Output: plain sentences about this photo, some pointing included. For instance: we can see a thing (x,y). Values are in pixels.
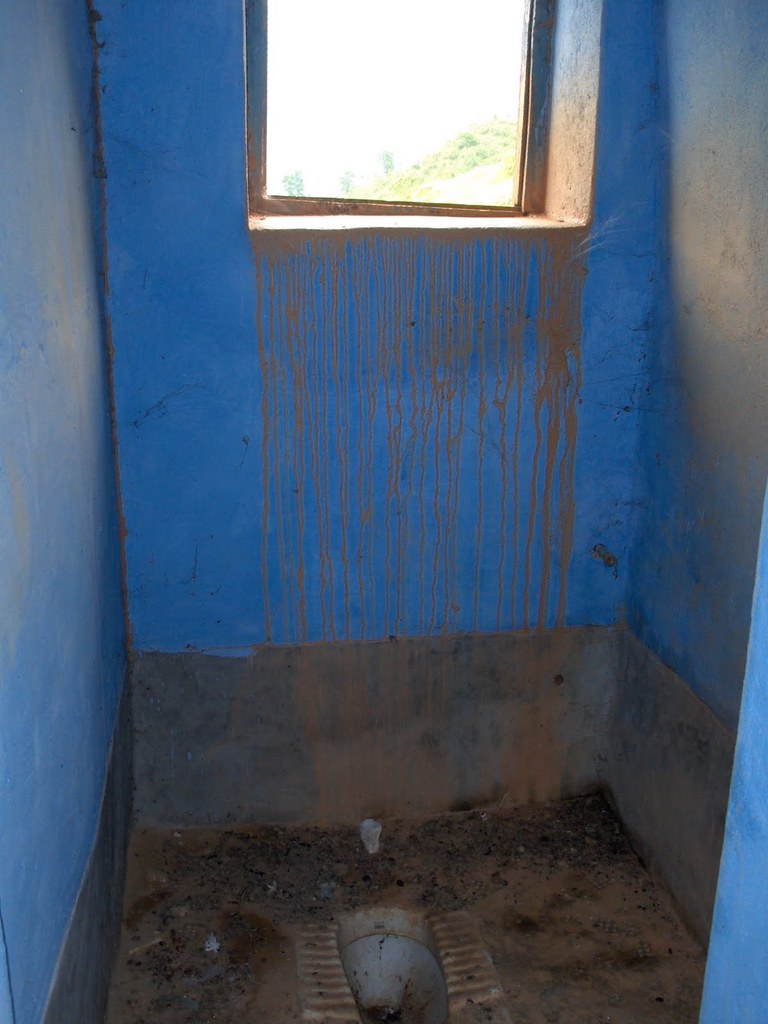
The image is taken in the bathroom (468,754). At the bottom of the image (401,921) there is a toilet (422,941). In the background (81,466) there is a wall (430,230) and we can see a window (401,136).
